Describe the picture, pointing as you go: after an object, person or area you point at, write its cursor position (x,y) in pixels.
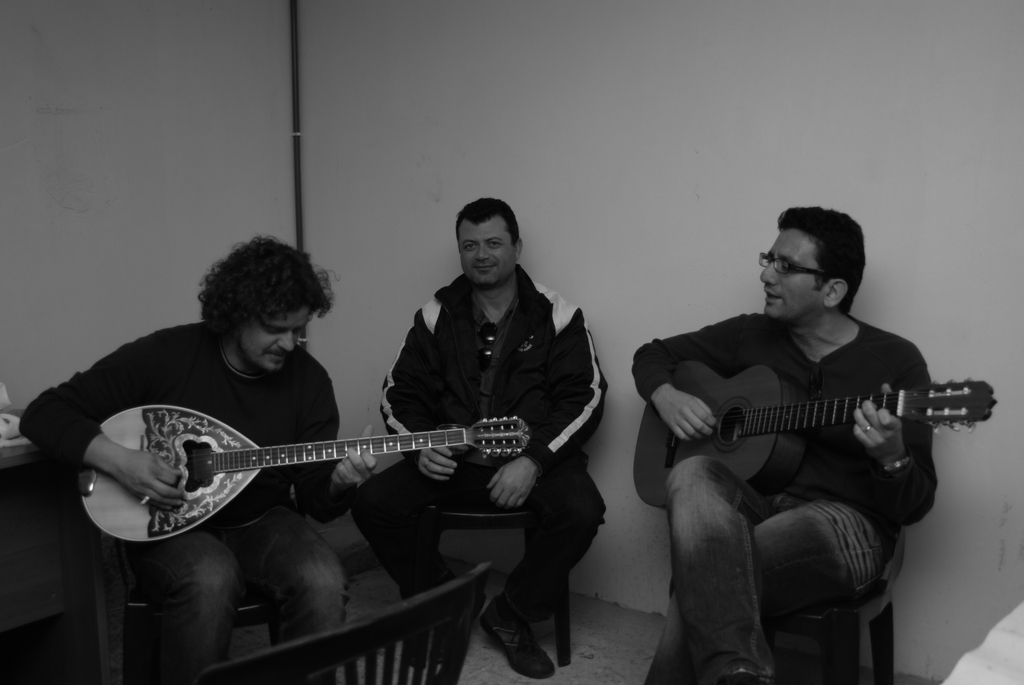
This picture is taken in a room (967,564), There are some people (820,547) sitting on the chairs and they are holding some music instruments (215,454) and in the background (842,164) there is a white color wall (575,106).
